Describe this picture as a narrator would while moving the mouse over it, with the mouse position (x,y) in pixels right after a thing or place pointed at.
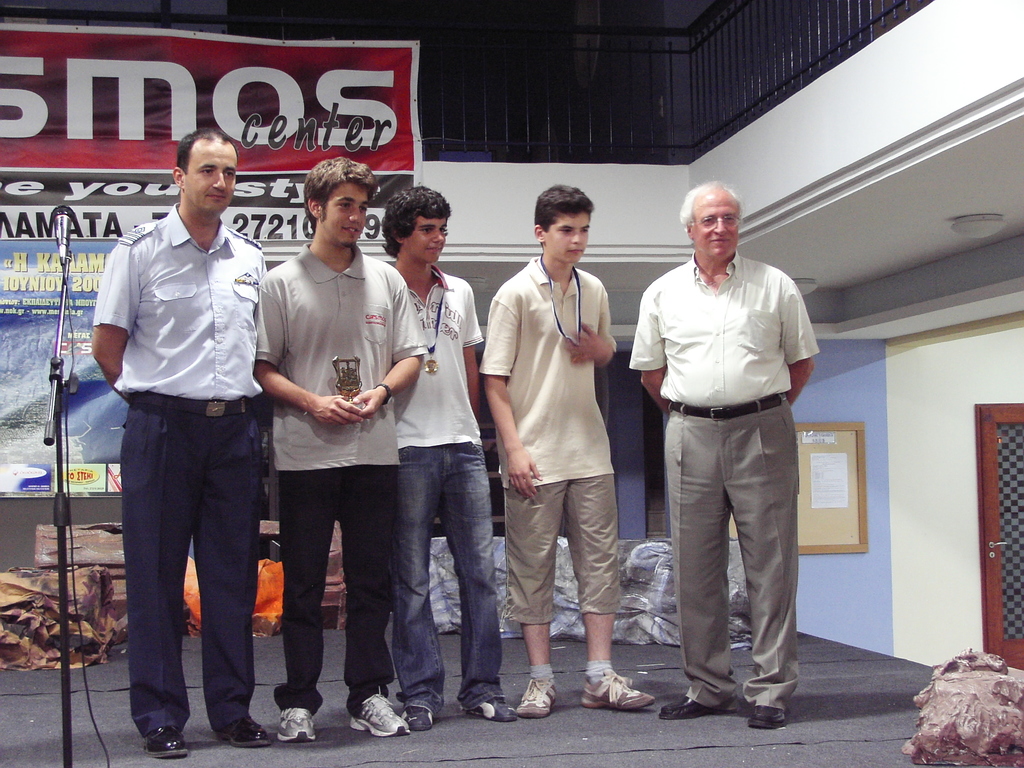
In this image we can see five men (374,457) are standing on the stage (706,745). One man (720,346) is wearing a shirt (739,348) and pant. The other one (566,397) is wearing t-shirt (560,360) with shorts (526,531). The third man (452,347) is wearing white color t-shirt (426,410) with jeans (428,470) and fourth one (364,287) is wearing grey t-shirt (287,374) with black jeans (301,492) and holding trophy (354,378) in his hand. The fifth man (176,325) is wearing blue shirt (192,380) with dark blue pant (160,566). Left side of the image (69,248) we can see mic (63,219) and stand (69,265). Background of the image (286,89), one banner (247,88) is there and things (91,620) are present on the stage (318,735). At the top of the image (698,91) black color fencing (752,37) is there. To the right side of the image (949,566) we can see one board (859,457) is attached to the wall (920,403) and one door (989,540) is there. At the right bottom of the image (961,676) we can see some rock like thing (941,712).
